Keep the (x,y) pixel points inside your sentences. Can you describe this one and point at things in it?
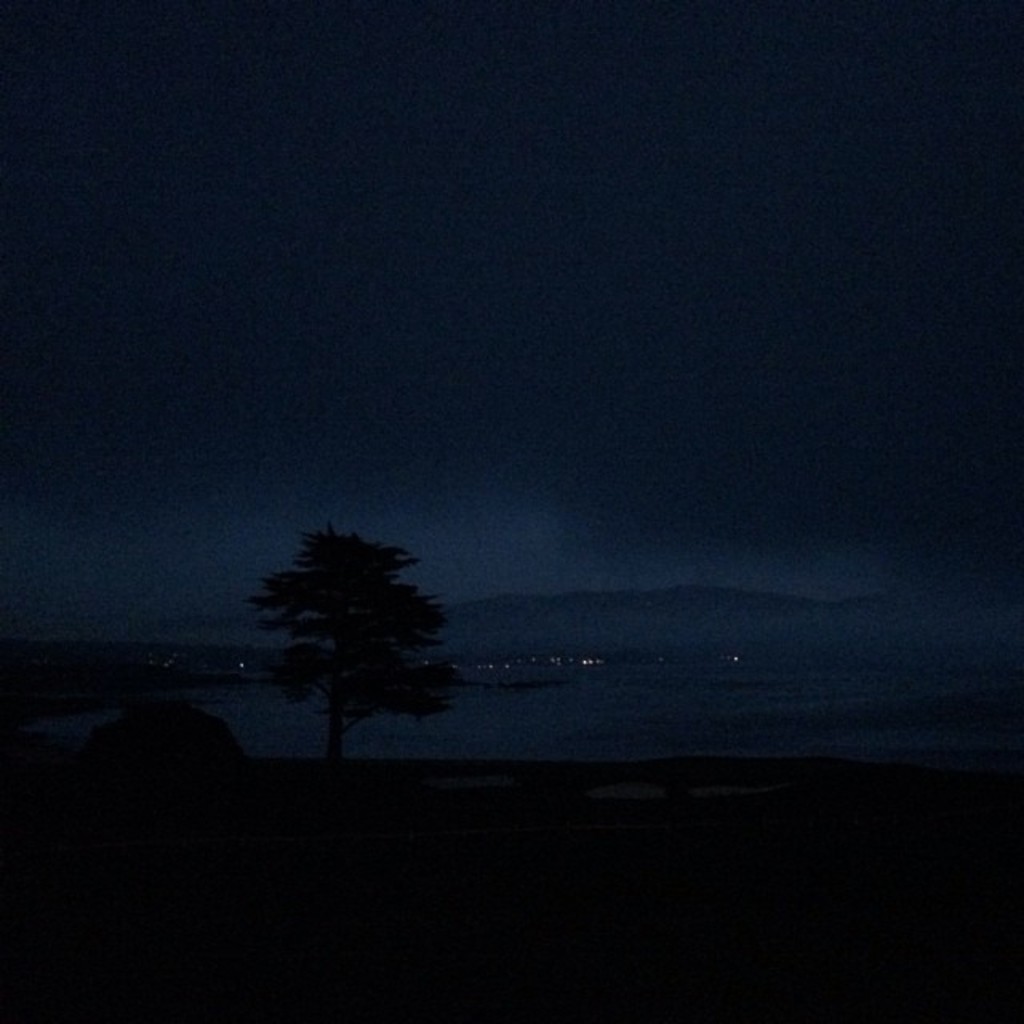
In this image there is a tree (369,688) at left side of this image (325,704) and there is a river (357,729) at right side of this image (701,725) and there are some mountains (647,637) in the background (584,611) and there is a sky (506,391) at top of this image (504,238).
